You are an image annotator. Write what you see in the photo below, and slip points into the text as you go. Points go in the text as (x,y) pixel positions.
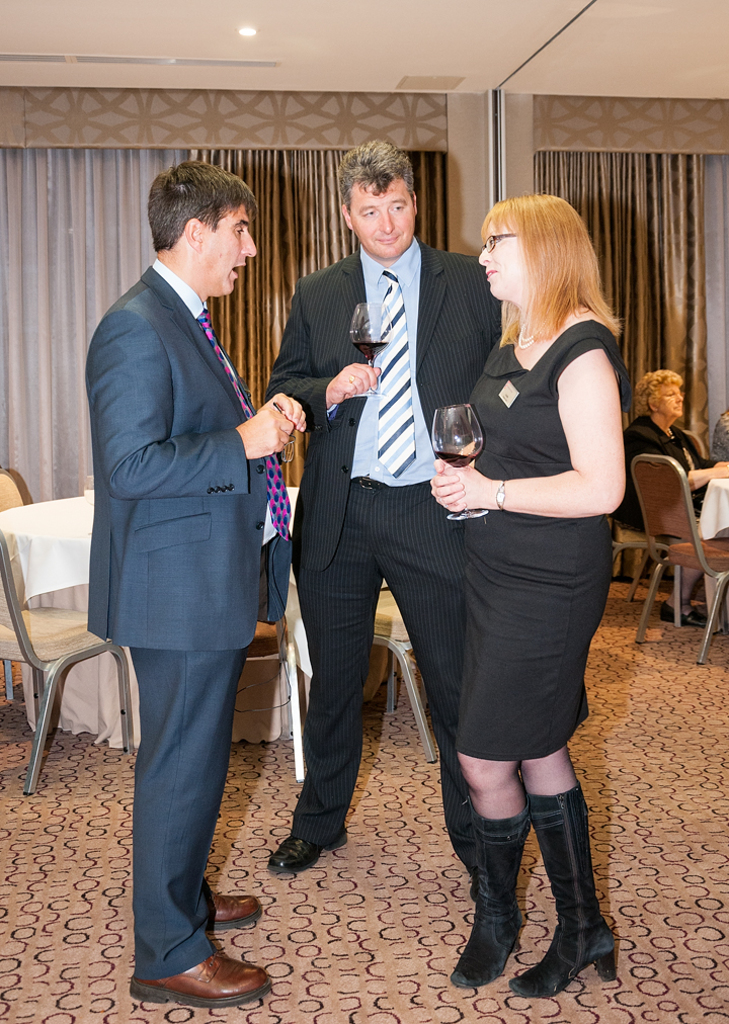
These 3 persons (203,422) are standing. This person (490,639) wore black dress (493,552) and holding glass (459,426). This man (413,413) wore suit (429,414) and holding glass (381,338). We can able to see chairs (657,513) and tables (56,533). This woman (666,455) is sitting on a chair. This is a curtain (650,228).
